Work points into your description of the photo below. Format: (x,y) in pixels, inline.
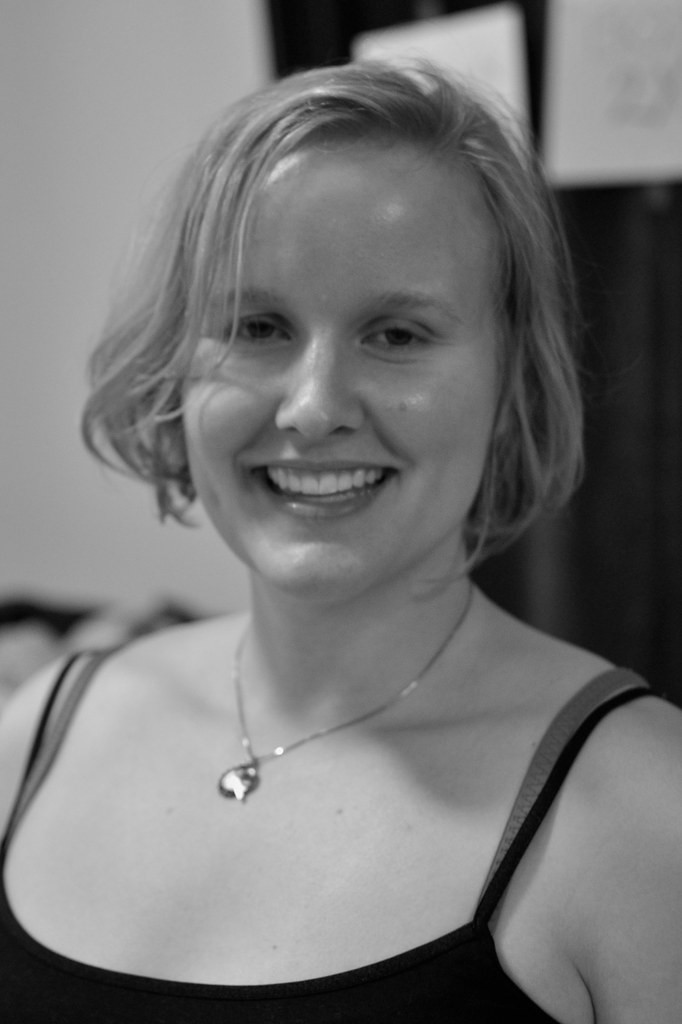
This image consists of a woman (327,948) wearing black dress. In the background (559,65), there is a wall (150,94).
